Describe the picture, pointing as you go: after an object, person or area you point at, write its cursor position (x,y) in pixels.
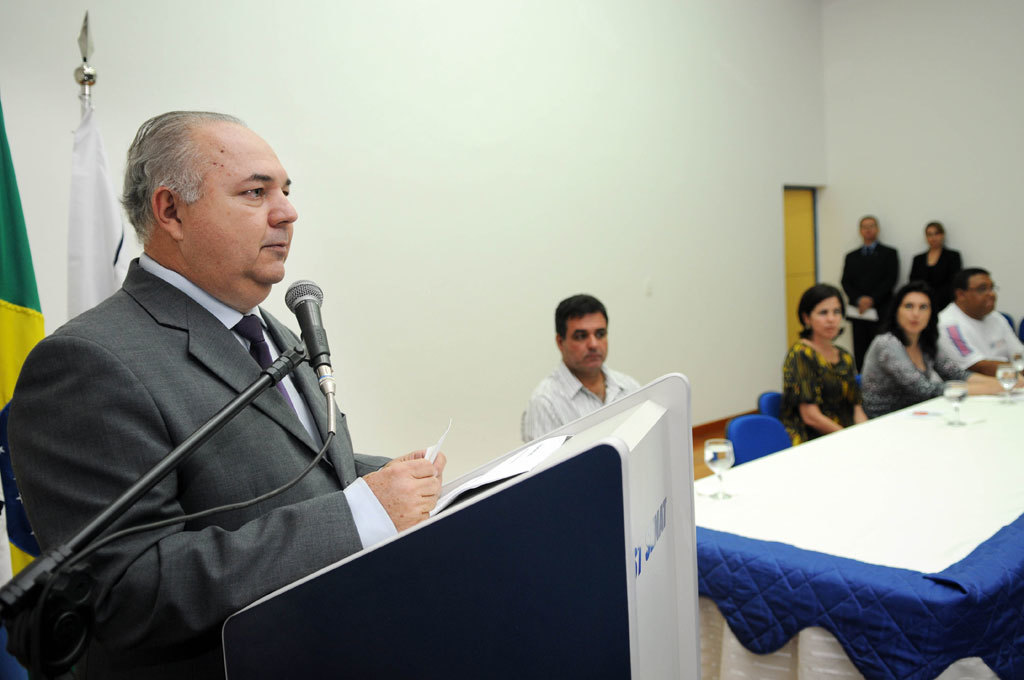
In this image we can see a person (145,337) is standing in front of the podium (378,574), he is wearing grey color suit (216,467). In front of him one mic (309,320) is there. To the right side of the image (858,486) one table (962,543) is there covered with white and blue color cloth (875,569), on table (986,410) glasses (1015,380) are present. Behind table (948,535) people (797,383) are sitting on blue color chair (773,412). to the background of the image (931,256) two persons (858,260) are standing. To the left side of the image (7,162) we can see flags (3,172) are there.
